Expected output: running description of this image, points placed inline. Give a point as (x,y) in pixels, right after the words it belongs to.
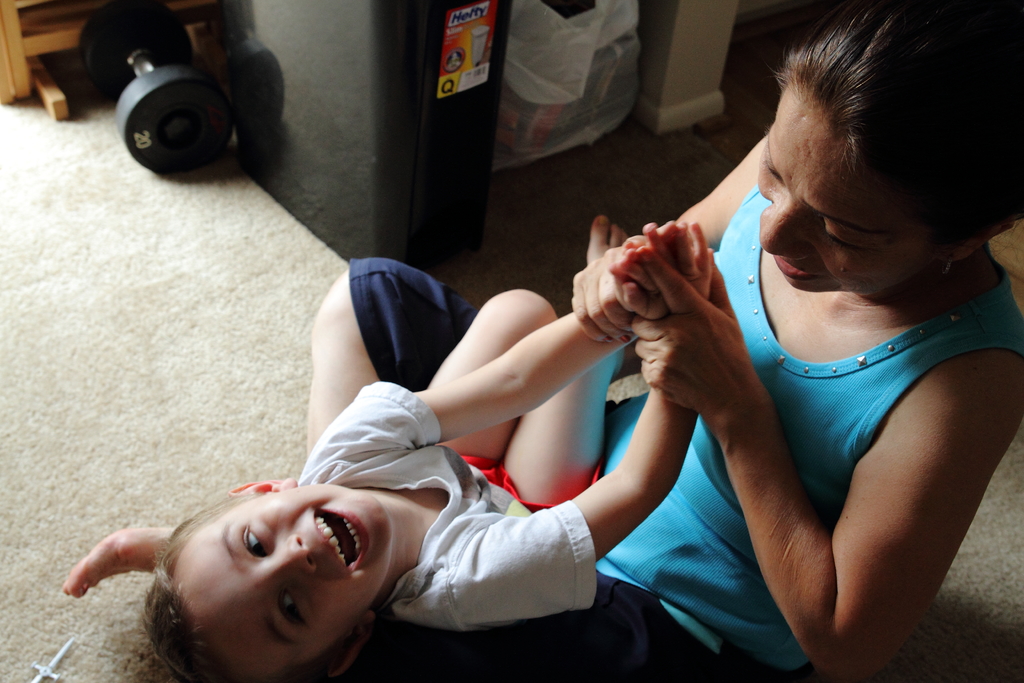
In this image in the foreground (630,486) there is one woman (836,83) who is holding a boy (432,460), and in the background (191,113) there is a dumbbell (222,106), plastic cover (510,80), pillar (677,50) and some objects (442,96). At the bottom (62,529) there is a carpet (585,222) on the floor (585,222).
